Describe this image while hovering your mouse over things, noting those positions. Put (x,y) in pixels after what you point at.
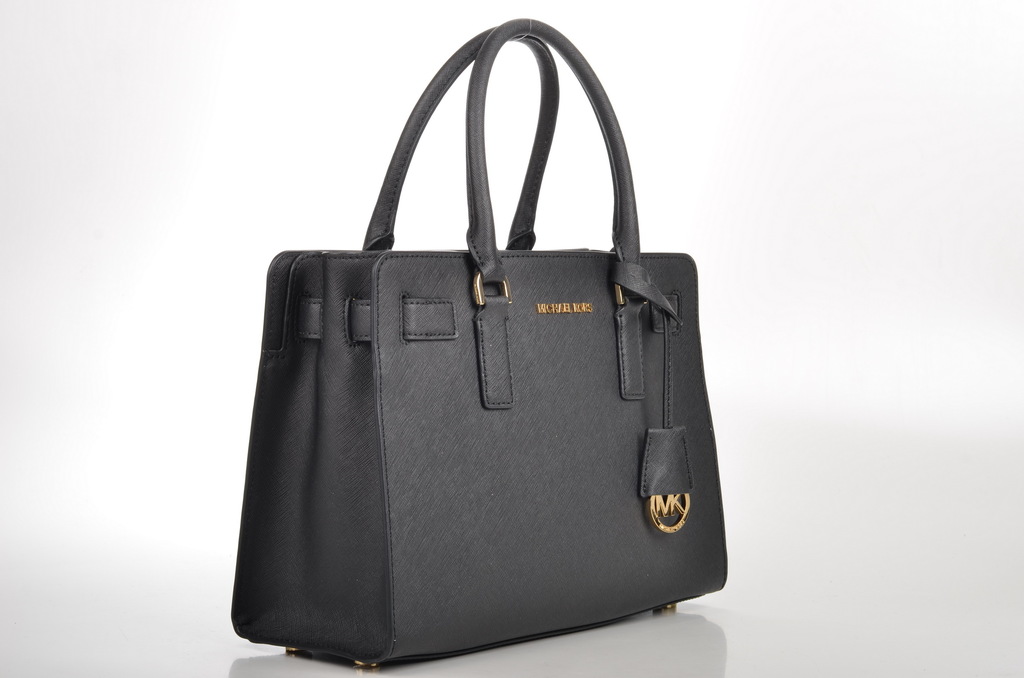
There is a black handbag (508,423) which is placed on a white surface (663,632).
